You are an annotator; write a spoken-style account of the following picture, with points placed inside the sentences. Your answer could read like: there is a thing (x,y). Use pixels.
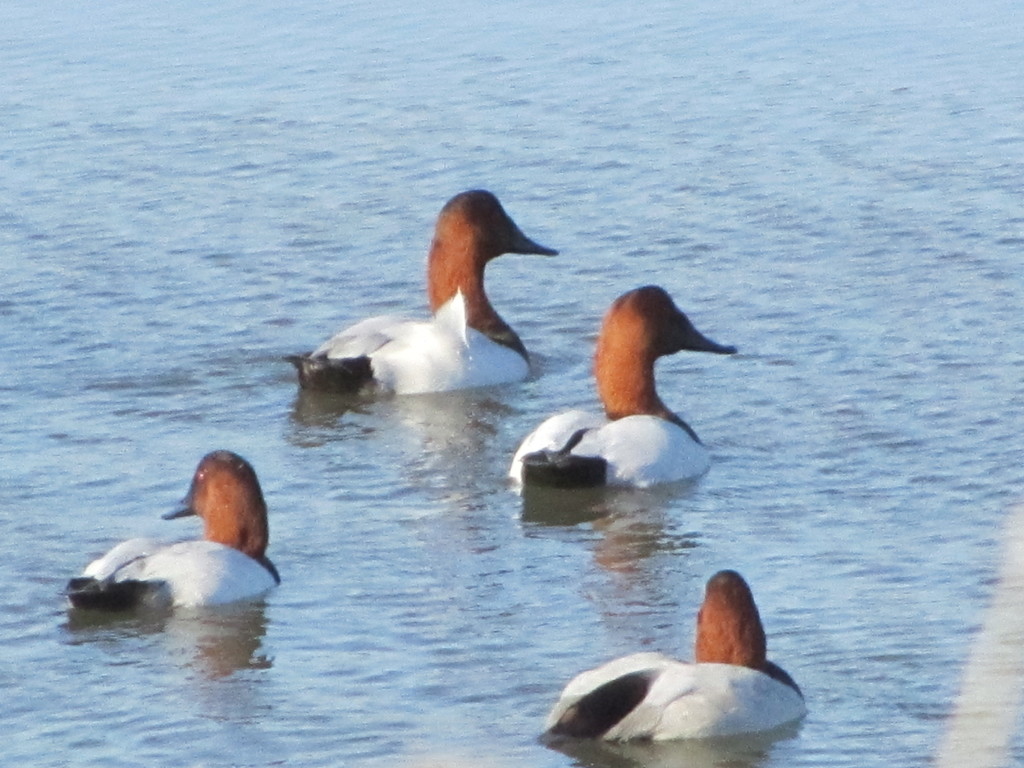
In this image, there are four ducks (196,577) in the water (662,558). This water (781,436) are blue in color.
